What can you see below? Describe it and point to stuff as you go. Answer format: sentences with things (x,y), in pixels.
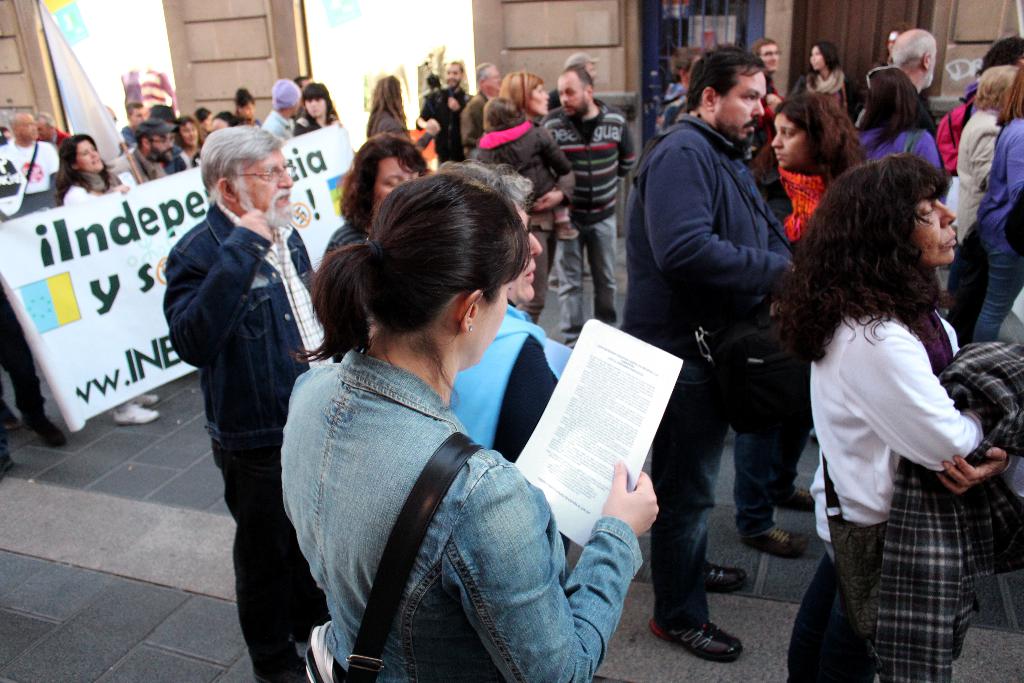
This picture shows many people (926,393) standing and we see couple of them holding a banner (143,283) and we see text (120,229) on it and we see a woman (475,594) wore a bag (363,642) and she is holding a paper (569,441) in her hand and another woman (862,264) holding a coat (912,481) in her hand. It is an outdoor view of a street (111,599).
